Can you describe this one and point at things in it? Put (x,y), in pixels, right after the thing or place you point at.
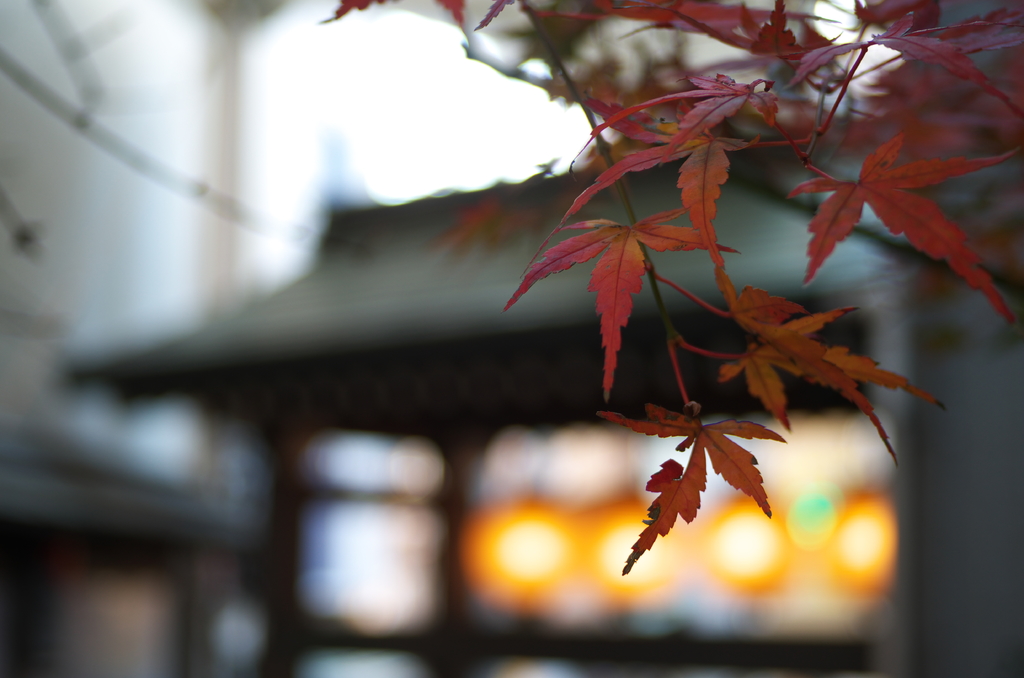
In this picture there is a tree (567,82) in the foreground (618,297) and there are leaves (627,279) in red color. At the back (832,173) there are buildings (699,399). At the top (340,96) there is sky (484,77) and there is a wire (16,76). At the back (171,160) image is blurry.
